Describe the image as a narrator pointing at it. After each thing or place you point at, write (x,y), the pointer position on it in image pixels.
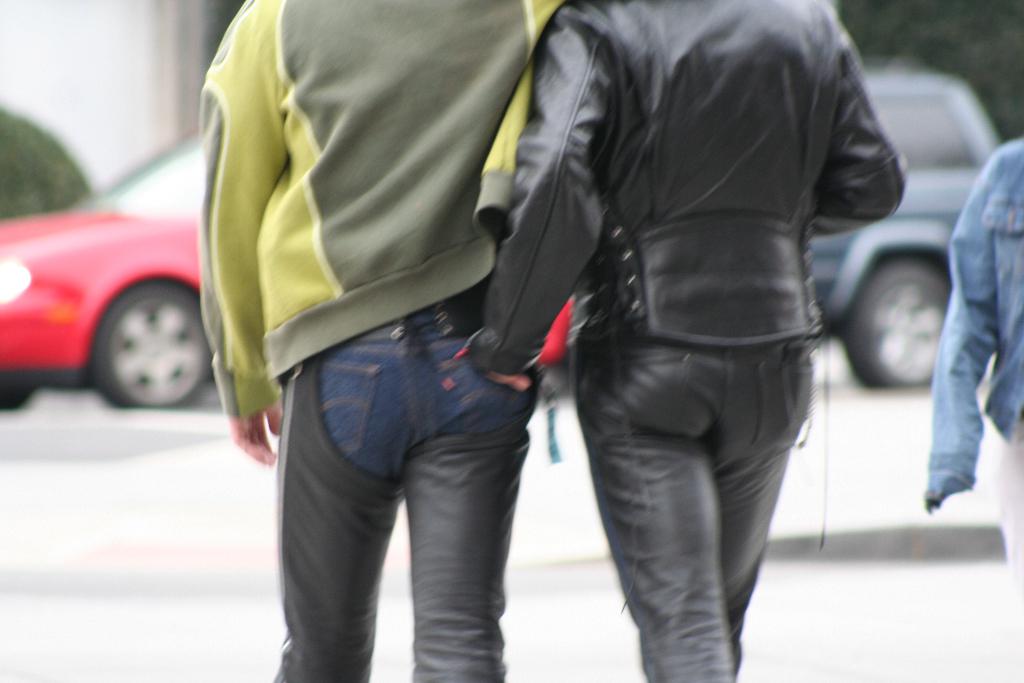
In this image we can see persons (624,481), motor vehicles (184,274) on the road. In the background (206,58) we can see trees (1019,82) and walls (102,151).
